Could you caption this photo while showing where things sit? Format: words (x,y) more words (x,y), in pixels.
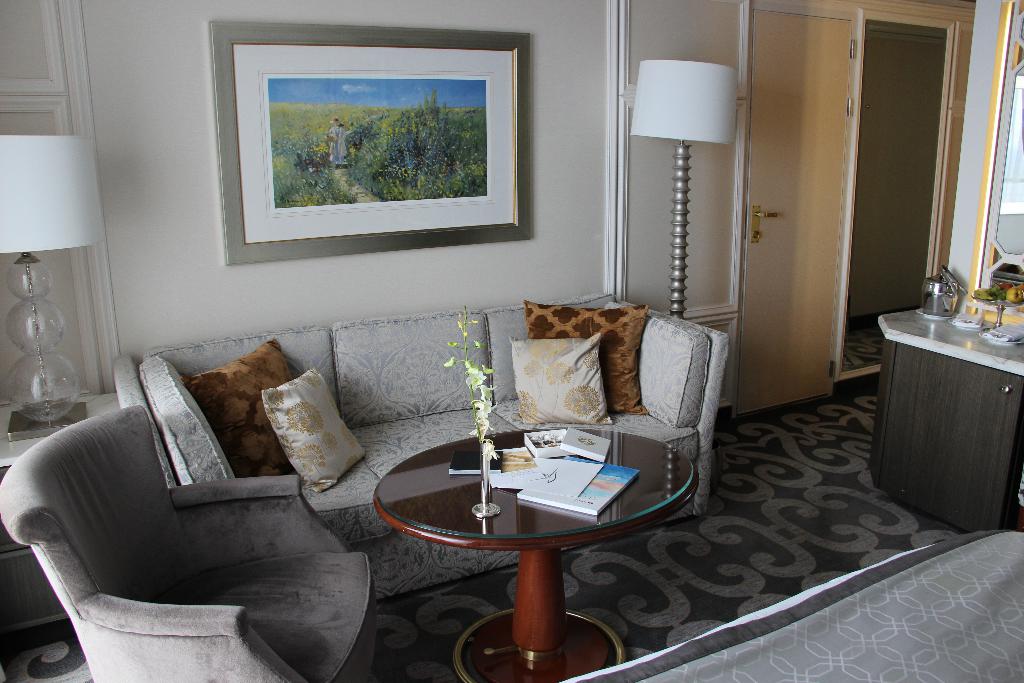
In this picture there are sofa (379,477) and pillows (542,421) and there is a table (642,493) in front of the sofa (397,535) with some books (524,482) and a plant (474,369) and in the background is a photo frame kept on the wall (192,265).
